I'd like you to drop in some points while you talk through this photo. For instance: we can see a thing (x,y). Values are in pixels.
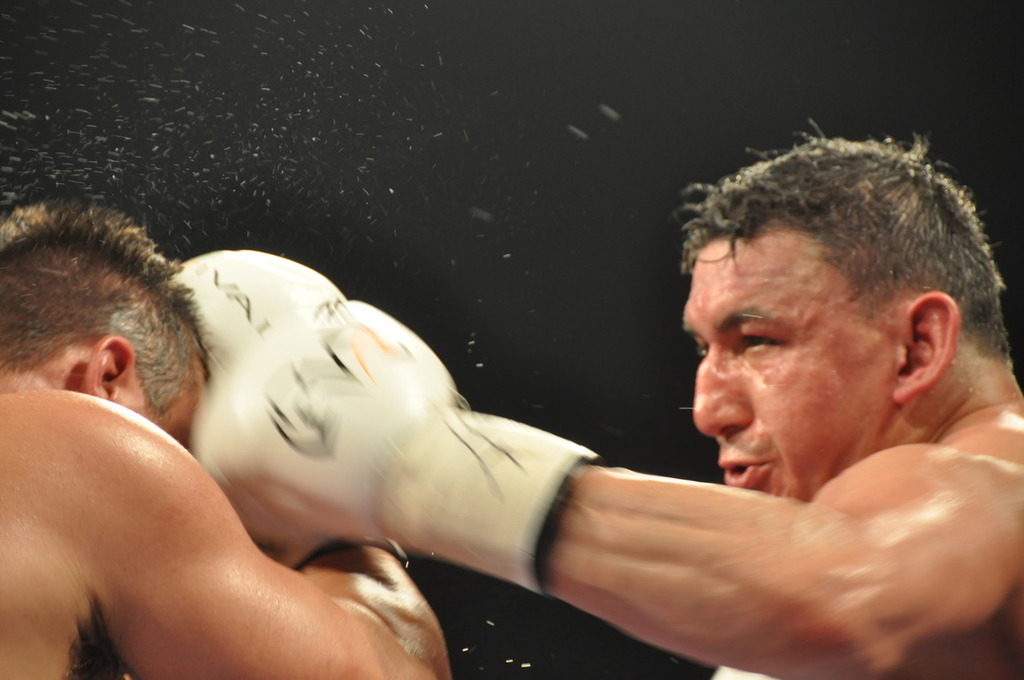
In this image we can see two people (208,429) boxing.
